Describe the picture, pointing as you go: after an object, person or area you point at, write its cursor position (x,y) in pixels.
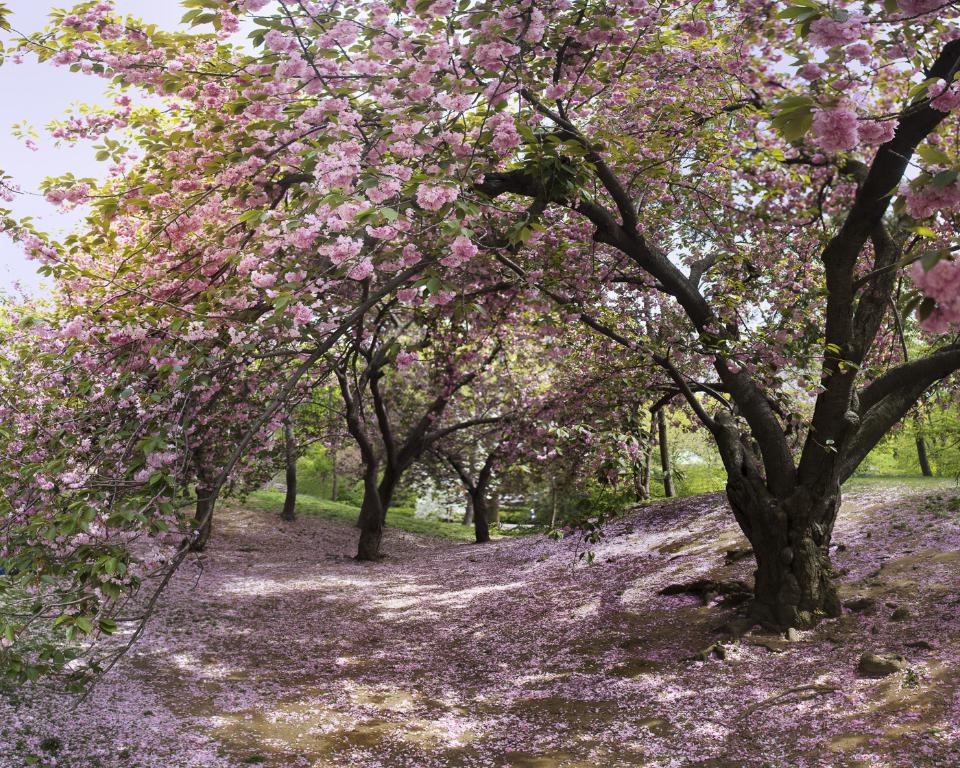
In the picture I can see trees (453,344) and the grass (402,514). In the background (515,550) I can see the sky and flowers (495,670) on the ground (362,654). These flowers (362,654) are pink in color.
